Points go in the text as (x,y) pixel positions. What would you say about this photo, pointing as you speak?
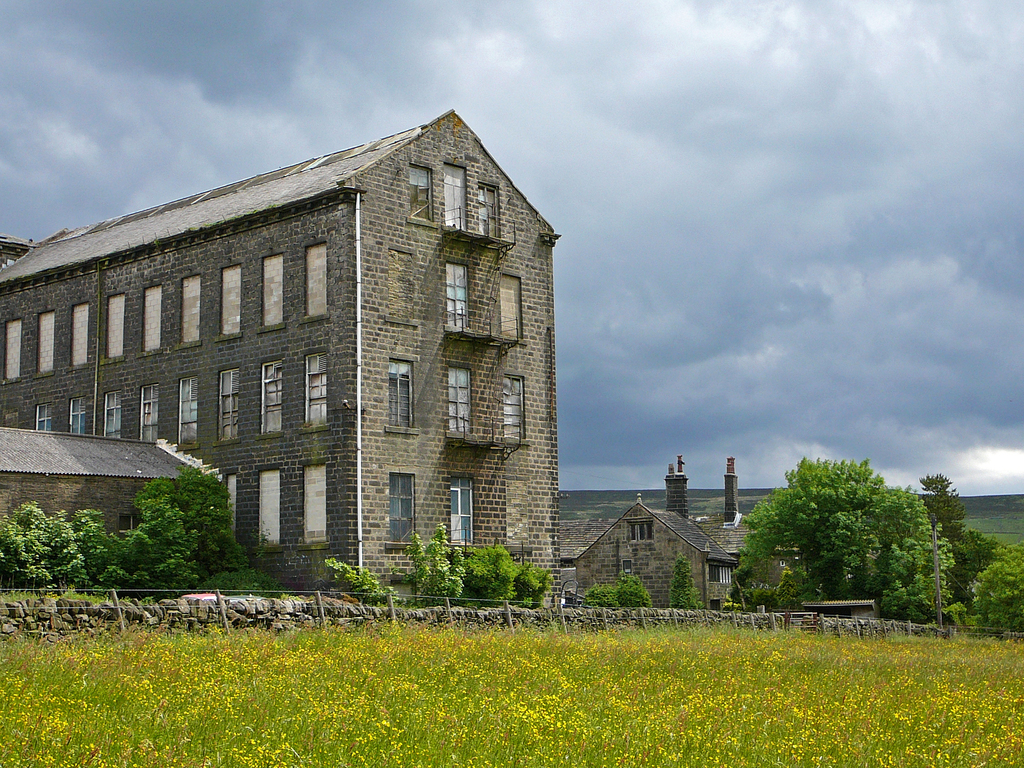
In this picture we can see the buildings (648,532) and house (622,547). In the bottom (620,677) we can see farmland (731,689), beside that there is a fencing (644,620) near to the wall (664,621). At the top (674,61) we can see sky (683,38) and clouds (683,38). On the right (1005,518) we can see the mountain (1014,495).
